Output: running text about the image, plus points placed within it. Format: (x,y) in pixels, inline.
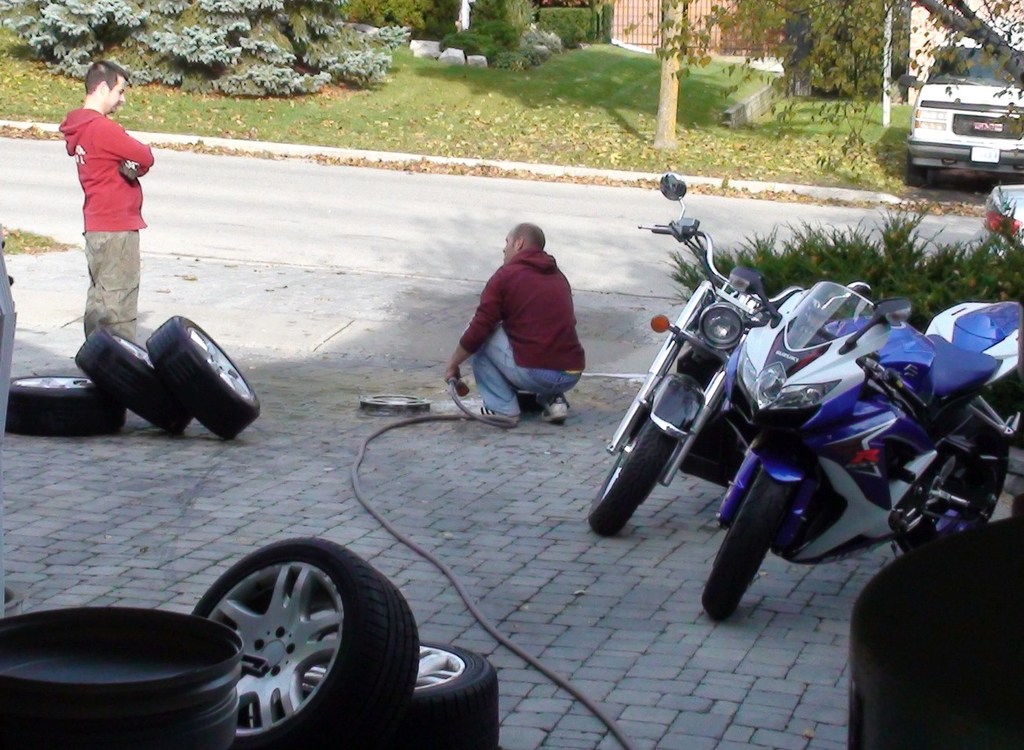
In this image in the front (319,640) there are tyres (373,687) and there is a drum (161,715). In the center (675,401) there are bikes (715,401) and there are persons (553,358), there are plants (934,282) and there are tyres (123,389). In the background (415,95) there is grass (435,95) on the ground (491,94), there are plants (373,38) and there is a car (956,131) which is white in colour and there is a wall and gate (634,32).
